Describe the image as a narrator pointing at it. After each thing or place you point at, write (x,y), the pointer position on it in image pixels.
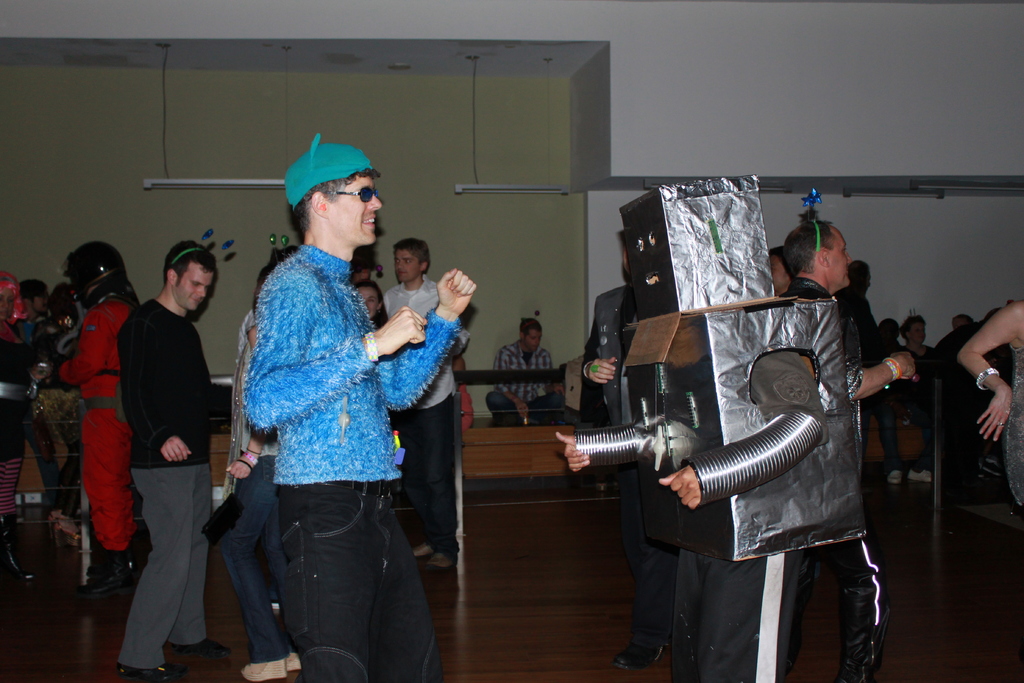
In this image there are so many people (619,486) dancing on the floor (891,544) in which one of them is wearing a robot costume (631,223) and also there are lights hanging from the roof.
